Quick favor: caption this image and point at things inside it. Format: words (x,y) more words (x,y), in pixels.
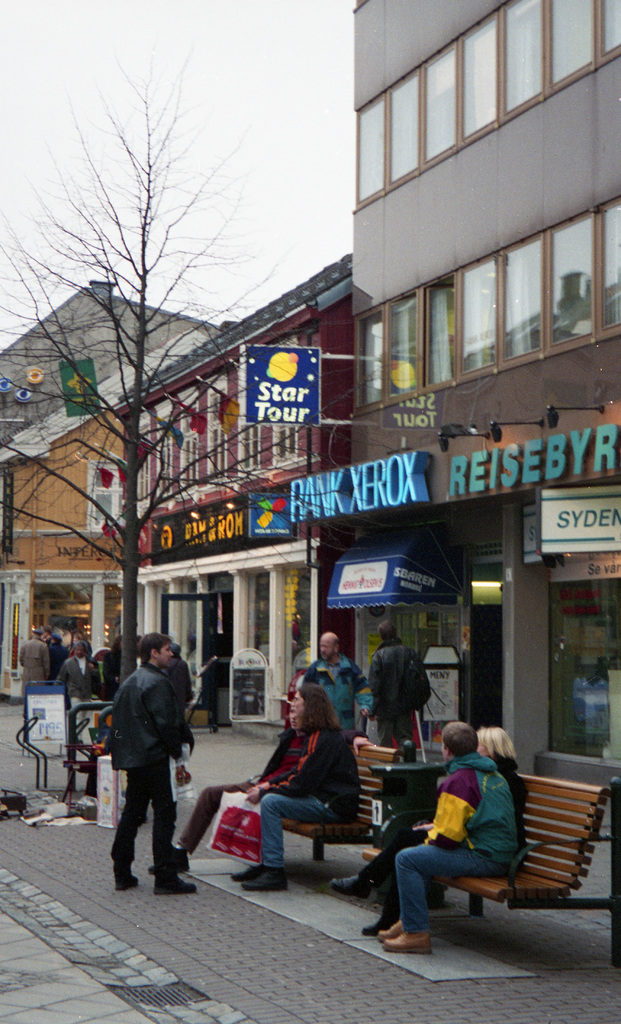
In this image i can see few persons (462,830) sitting and few persons (108,694) standing at the back ground (301,656) i can see a tree (163,361), a stall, a building (423,214), a window (447,90) and sky (249,110).
